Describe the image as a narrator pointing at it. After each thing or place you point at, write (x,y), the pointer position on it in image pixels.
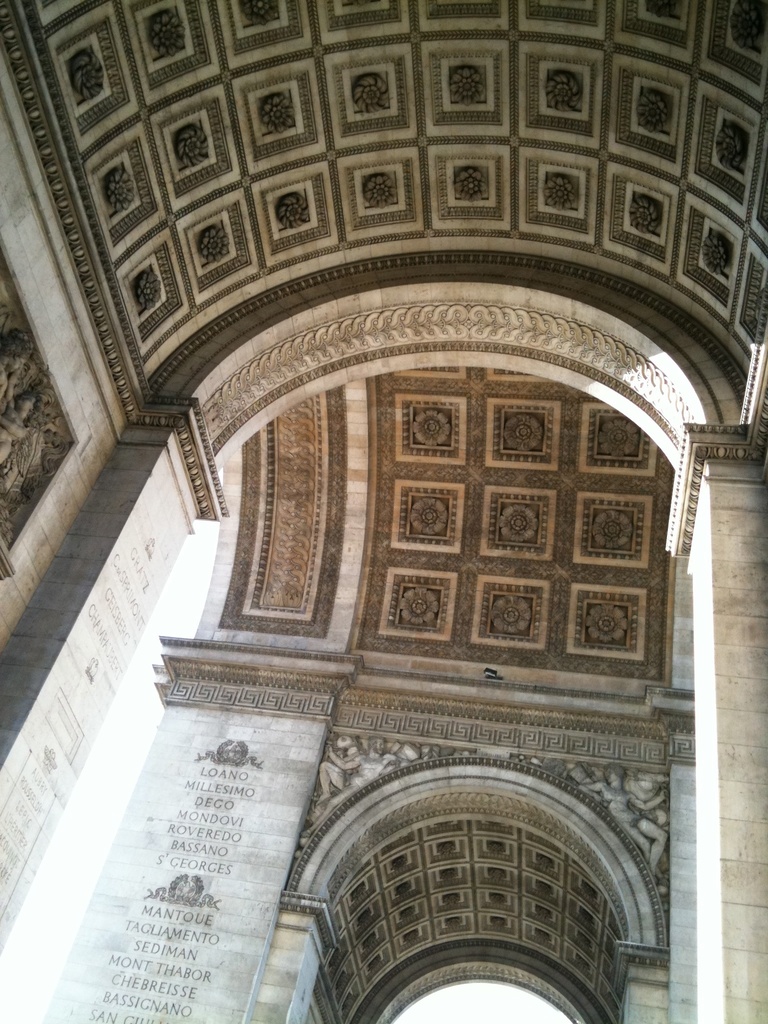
In this image we can see arches (487,933) and pillars (683,874). On the ceiling (506,659) there are designs (207,299). On the pillars (213,888) something is written. Also there are sculptures (13,468) on the wall (517,763).
